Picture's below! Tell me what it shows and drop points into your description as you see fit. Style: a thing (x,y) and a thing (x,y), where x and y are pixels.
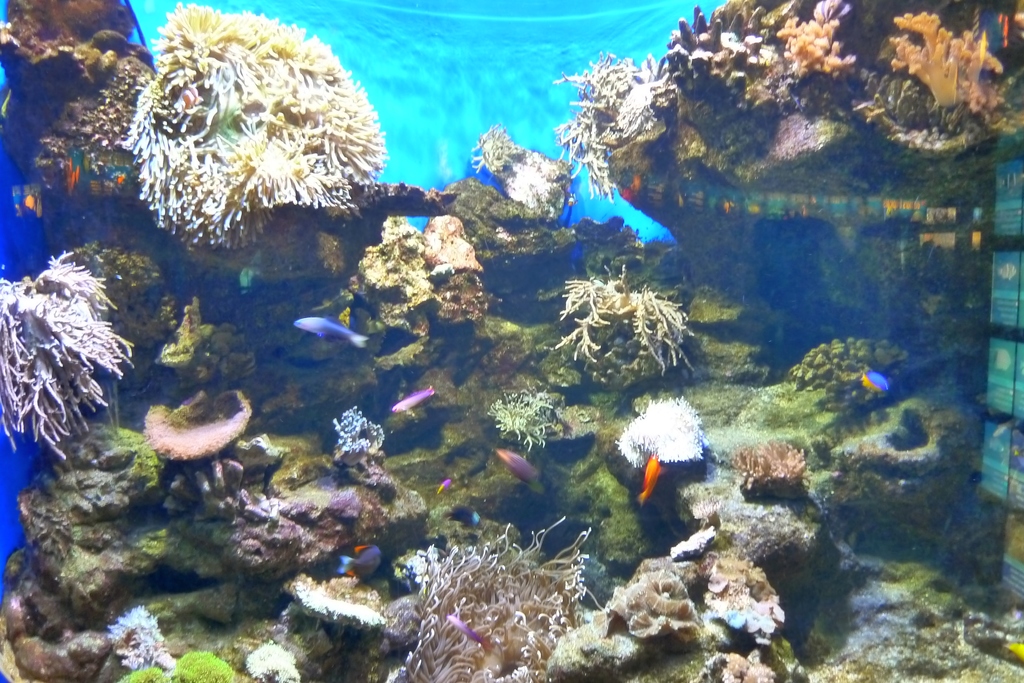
In this image, we can see there are fishes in the water (949,535). In the background (243,564), there are plants (281,117) and rocks (864,411) in the water (956,526). And the background (479,88) is blue in color.
